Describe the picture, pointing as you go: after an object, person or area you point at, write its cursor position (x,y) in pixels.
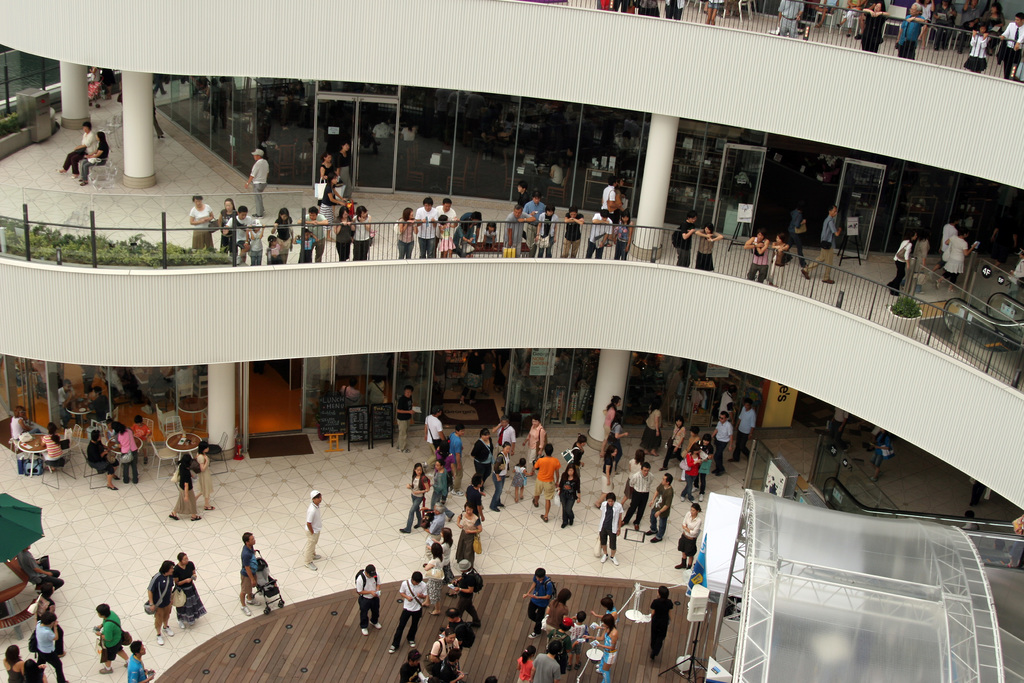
In this image I can see group of people (468,506) some are standing and some are sitting, at back (134,256) I can see few plants (184,254) in green color and the building (401,291) is in white color.
